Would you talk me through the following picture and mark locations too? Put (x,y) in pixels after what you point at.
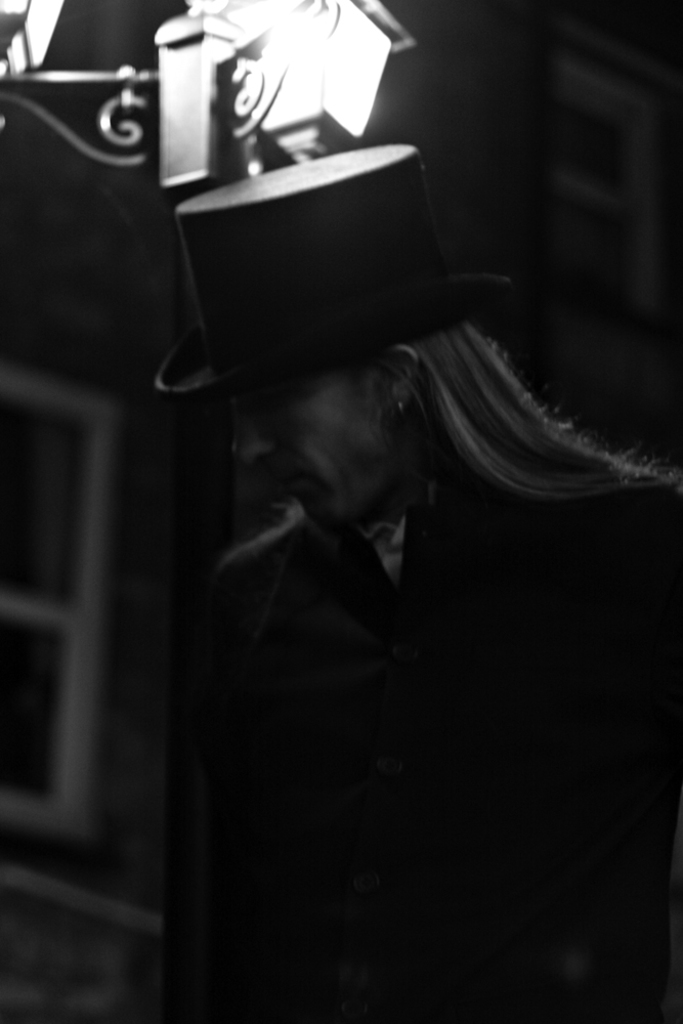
In this picture I can see a person (358,531) with a hat (253,235) and suit (442,696). I can see the light (293,106) at the top (305,100).
